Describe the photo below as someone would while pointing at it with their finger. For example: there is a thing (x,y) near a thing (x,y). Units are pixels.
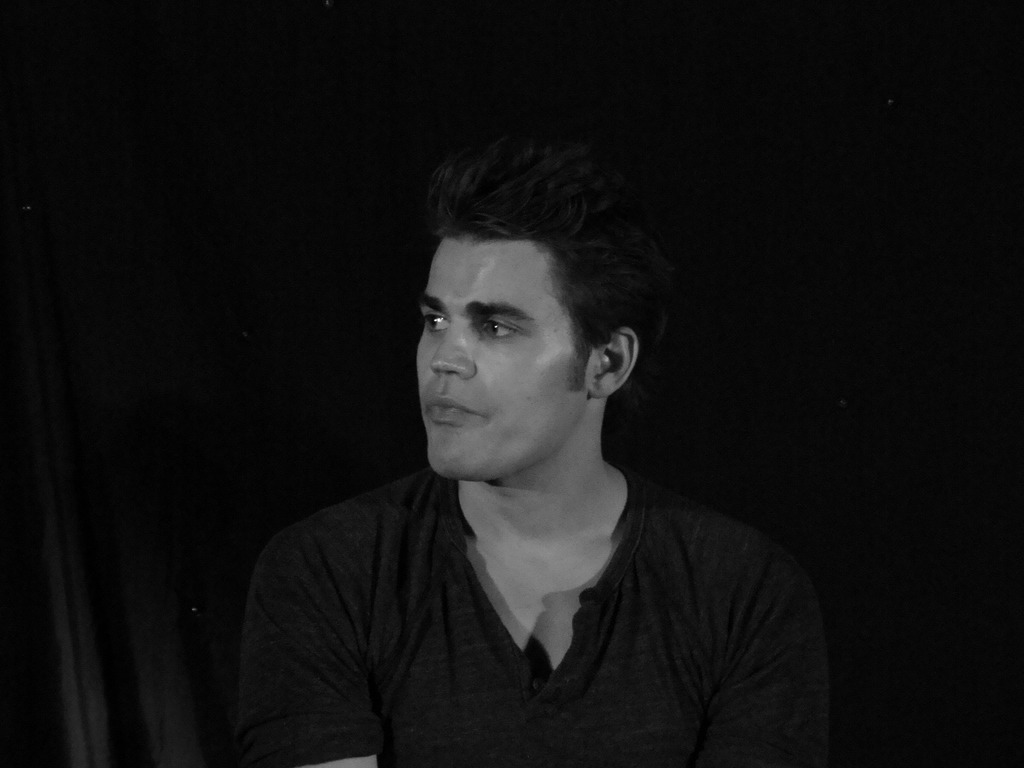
In the picture I can see a man (593,508) wearing a black color T-shirt (747,678) and he is in the middle of the image (637,509).
